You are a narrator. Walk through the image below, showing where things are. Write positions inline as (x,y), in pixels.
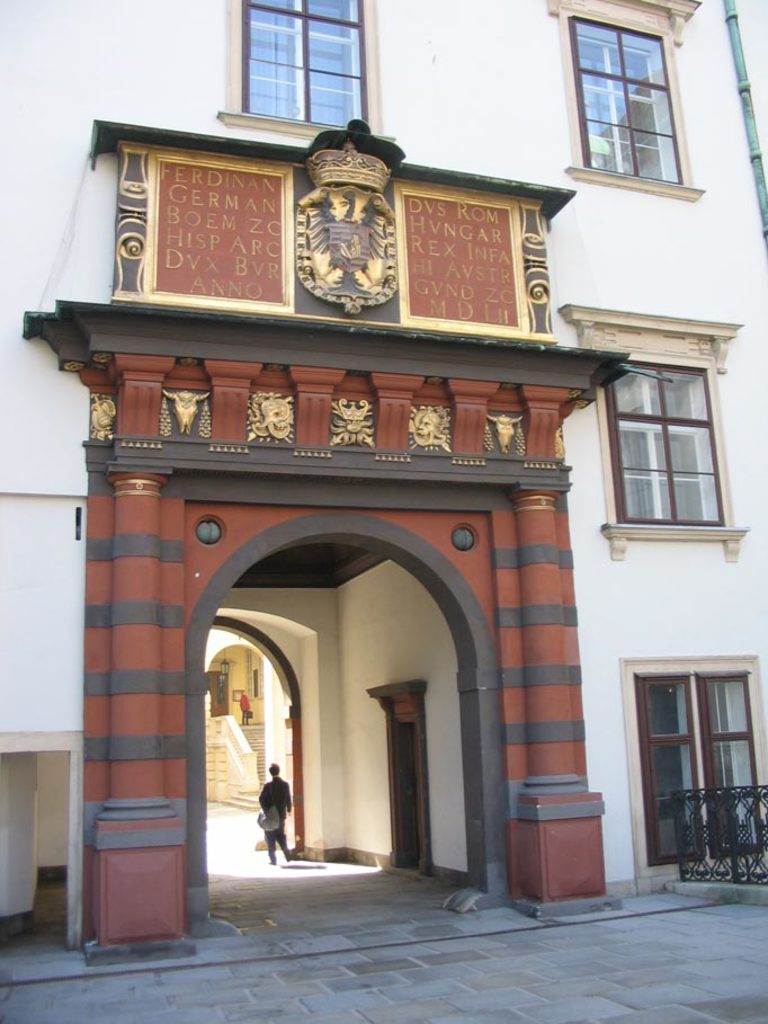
In this image we can see a building (484,525), boards (197,305), windows (280,27), doors (422,860), and two people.
